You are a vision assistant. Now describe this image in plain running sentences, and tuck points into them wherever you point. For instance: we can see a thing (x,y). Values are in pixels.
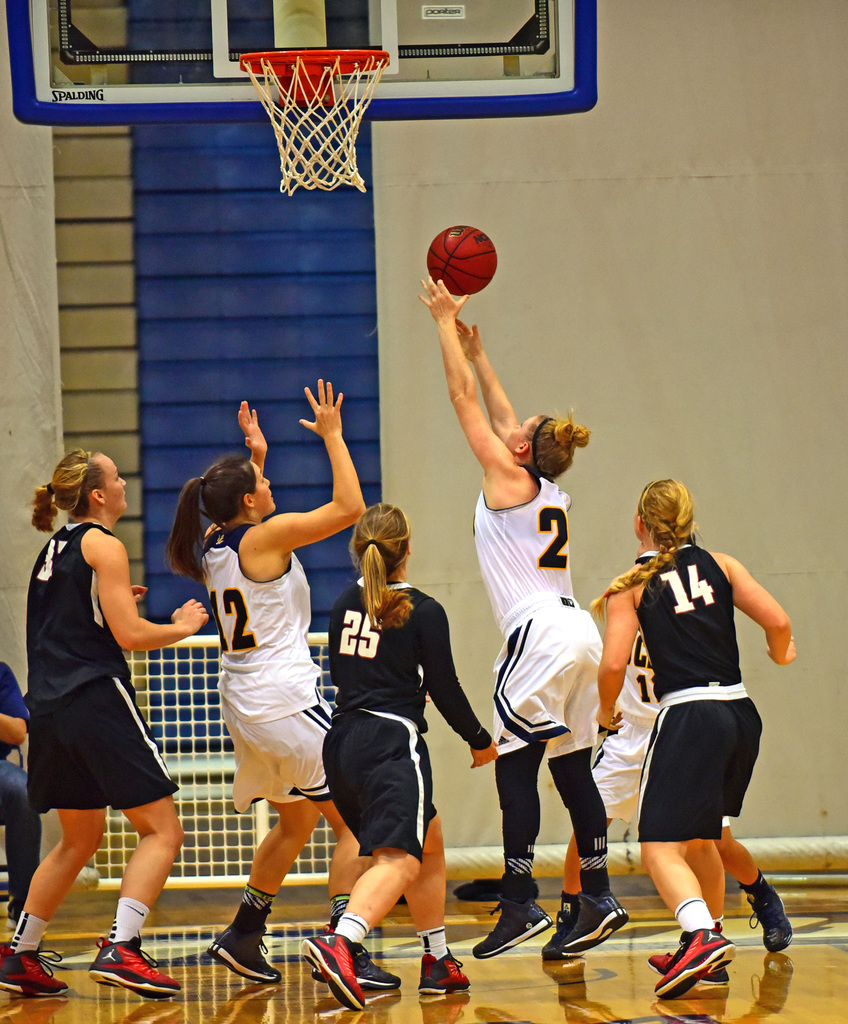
In the foreground (501,450) I can see six persons (722,596) are playing a basketball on the ground (647,918) and a person (23,895) is sitting on a chair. In the background (82,384) I can see a wall (178,421) and a goal net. This image is taken may be during a day.
